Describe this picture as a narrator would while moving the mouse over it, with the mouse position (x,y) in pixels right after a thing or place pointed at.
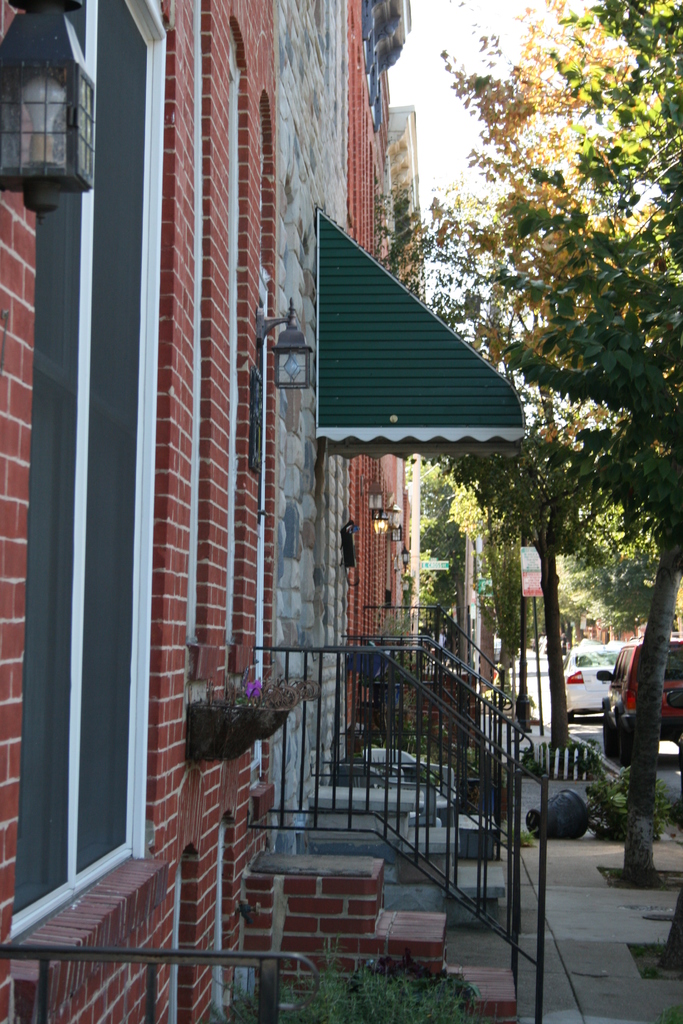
It is a street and in the left side (124,639) there are many houses (271,520) and there are steps (437,909) in front of the houses (278,632), beside the steps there are many trees (490,542) and to the right side of the footpath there are two vehicles (589,681) parked on the road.
